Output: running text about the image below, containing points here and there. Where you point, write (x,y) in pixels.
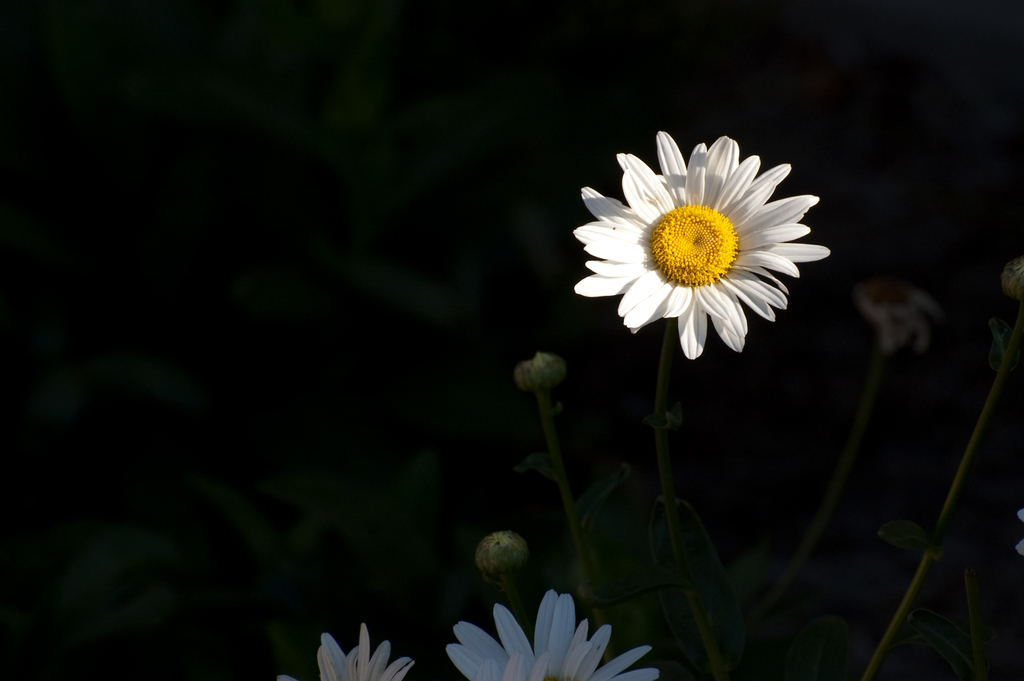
On the right of this picture (689,276) we can see the flowers (590,651) and the buds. In the background (394,318) we can see the leaves (127,547) and the background of the image (385,282) is dark.
